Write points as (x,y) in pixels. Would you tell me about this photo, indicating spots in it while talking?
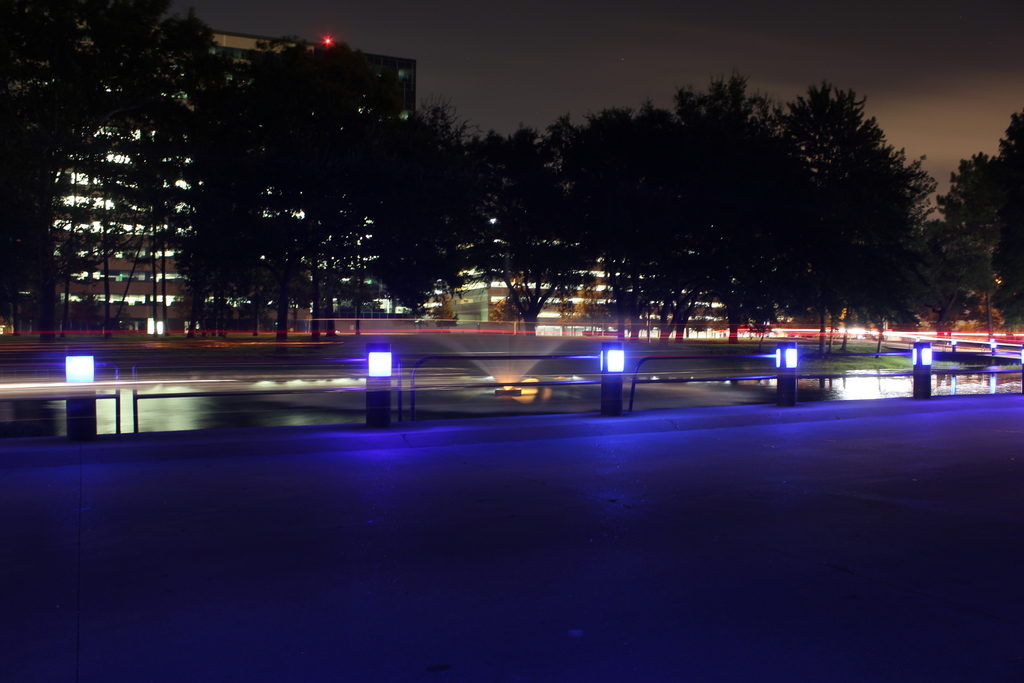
In this image I can see the road (733,591), few black colored poles (611,389) with lights (609,358) in them, a fountain (529,366) and few trees (587,248). In the background (501,297) I can see few buildings (486,295) and the sky (689,72).
